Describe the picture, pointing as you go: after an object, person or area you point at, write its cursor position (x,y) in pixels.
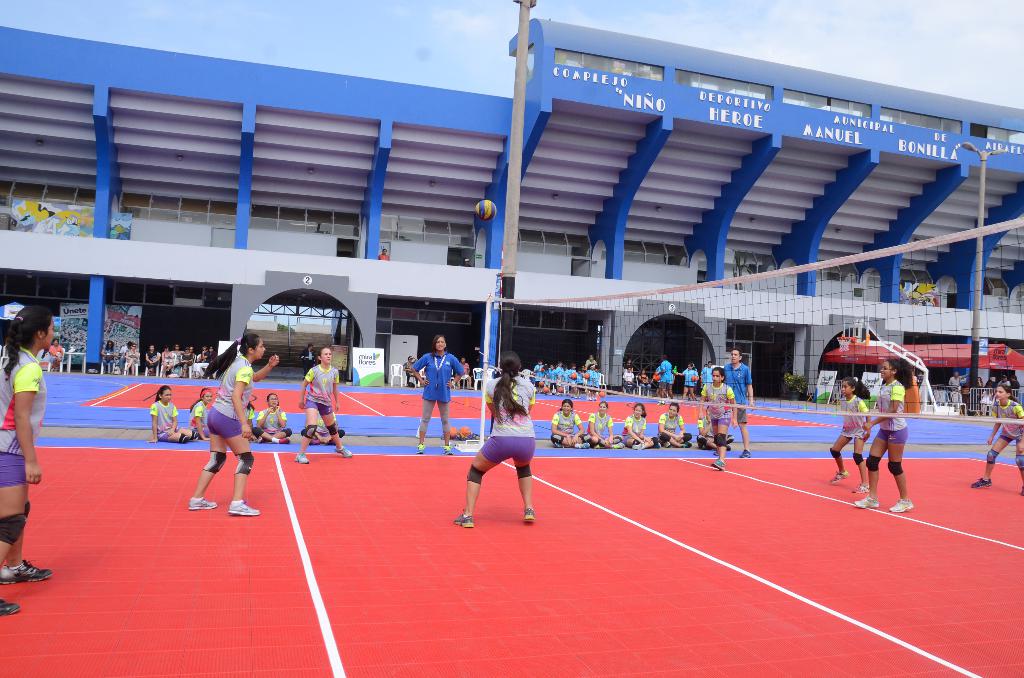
In this picture we can see a group of people (496,382), here we can see a net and in the background (438,300) we can see a building (211,252), sky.
